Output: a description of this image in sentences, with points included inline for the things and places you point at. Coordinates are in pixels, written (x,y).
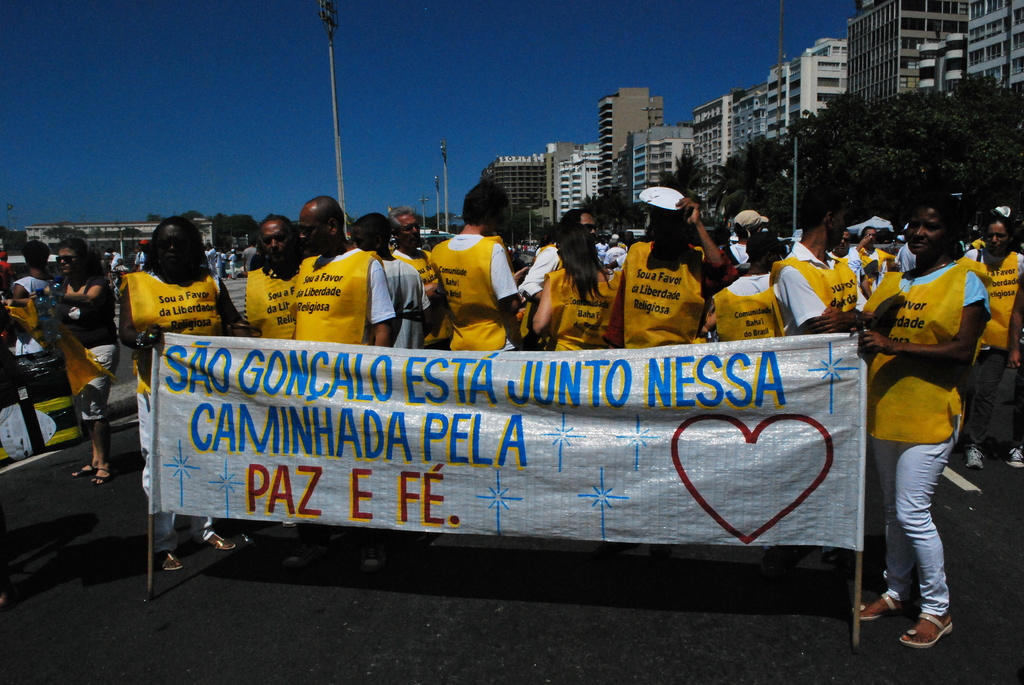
In this image I see number of people (299,243) in which most of them are wearing same dress (318,294) and I see that these 2 women (892,457) are holding a banner (342,418) on which there are words (458,437) written and I see a heart (716,459) over here and I see the road (85,492). In the background (508,122) I see the poles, buildings (970,54), trees (737,187) and the sky (639,39).
